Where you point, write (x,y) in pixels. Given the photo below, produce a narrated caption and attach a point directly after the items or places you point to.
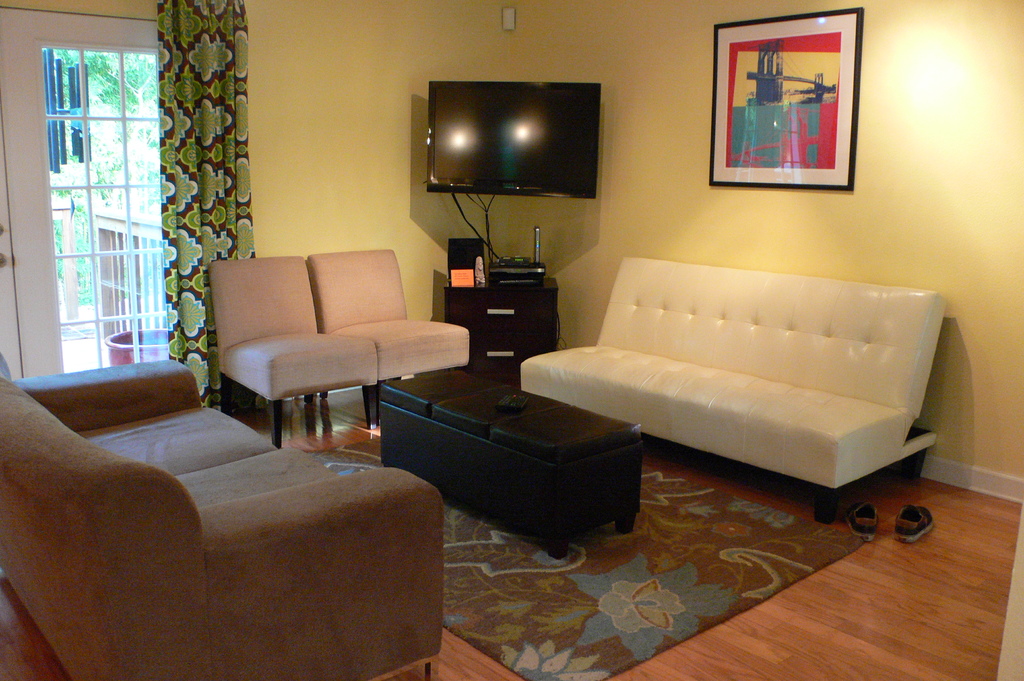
Here in this picture we can see a couch (274,568) and here we can see a sofa (803,437) and here we can see a couple of chairs (382,333), here we can see a television (445,142) and at the wall (697,117) we can see a portrait (788,103) and at the left side (231,167) we can see a door (67,153) with curtain (232,119) to it, at the bottom right side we can see shoes (904,539).
